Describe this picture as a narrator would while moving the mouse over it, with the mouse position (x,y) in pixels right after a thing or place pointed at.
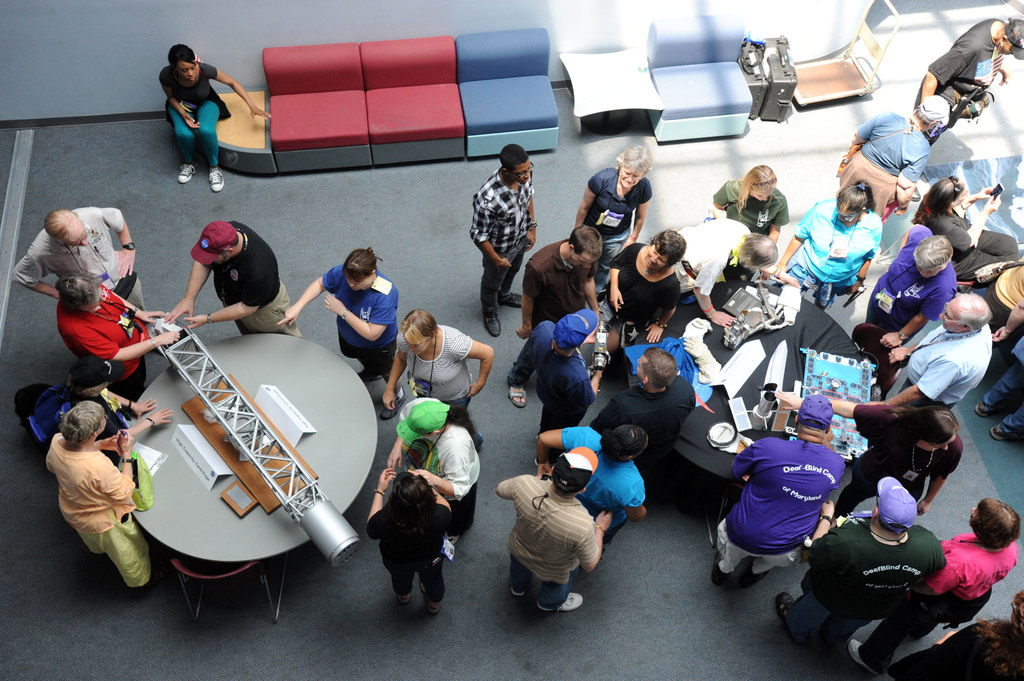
In this image we can see many people (744,463) are standing near the tables (253,538). There is a sofa (346,137) in the background of the image (467,124).
